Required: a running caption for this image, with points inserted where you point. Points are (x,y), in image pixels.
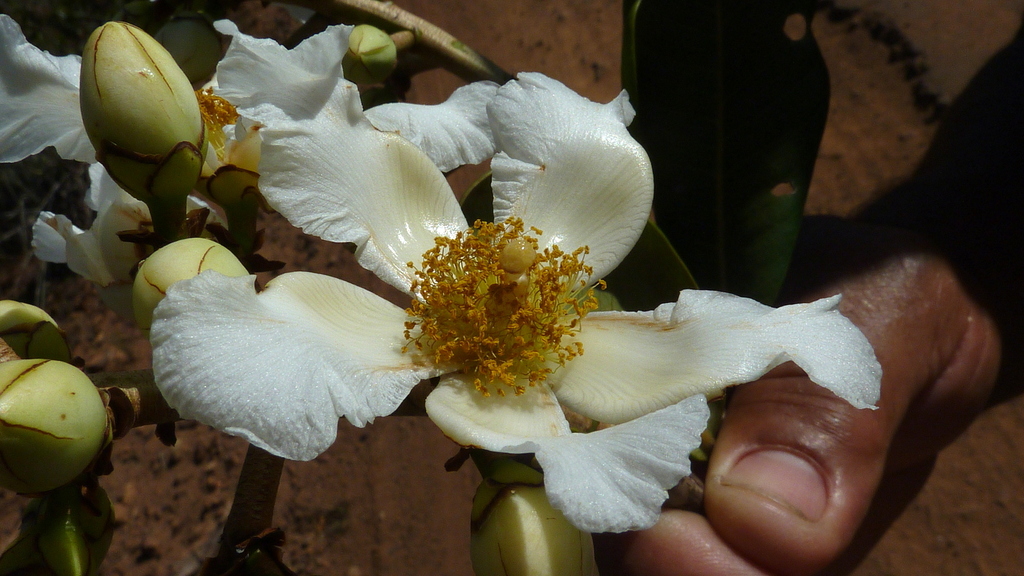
In the foreground of the picture (124,135) there are flowers (363,339), buds (96,101), stem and a person's hand (872,290). In the background (117,494) it is looking like floor (847,103) and there are leaves (741,181) also.
